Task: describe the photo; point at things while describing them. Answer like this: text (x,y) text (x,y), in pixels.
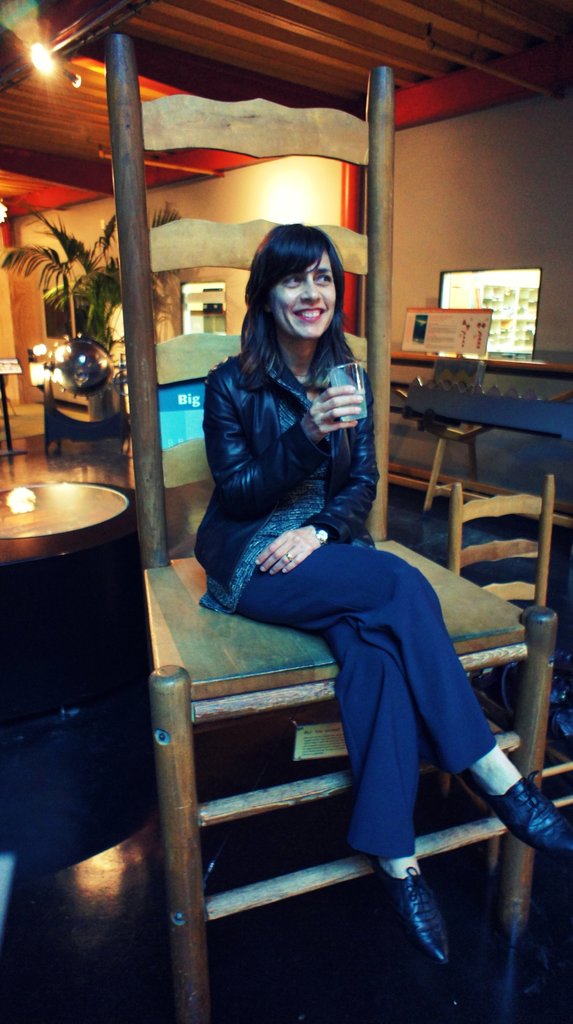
This woman (382,616) is sitting on a chair (380,283) and holding a glass (363,403). Far there are plants (85,249). On top (47,44) there is a light (49,63). Beside this chair (159,550) there is a table (21,506). This woman (313,442) wore black jacket (290,465).
